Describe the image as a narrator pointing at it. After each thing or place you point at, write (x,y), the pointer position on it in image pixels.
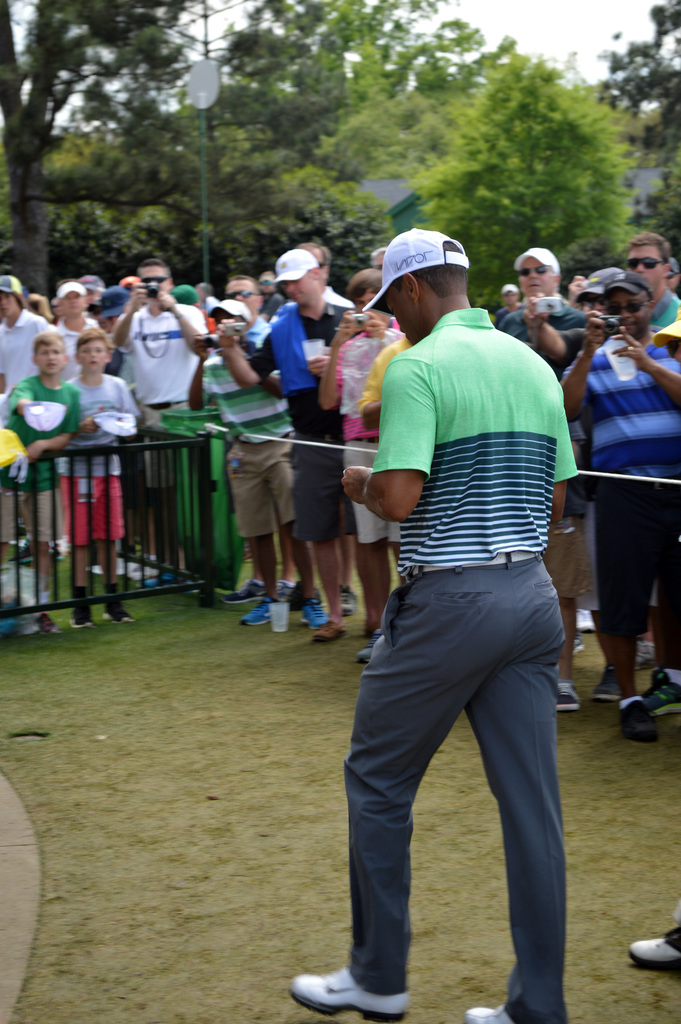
This image consists of many persons (402,354). Few of them are holding cameras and taking pictures. In the front (438,557), we can see a man (438,557) standing is wearing a green T-shirt (424,350) and a cap (462,250). At the bottom (183,842), there is green grass (197,852) on the ground (228,814). In the background (524,172), there are trees (488,221). At the top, there is sky (641,35).
